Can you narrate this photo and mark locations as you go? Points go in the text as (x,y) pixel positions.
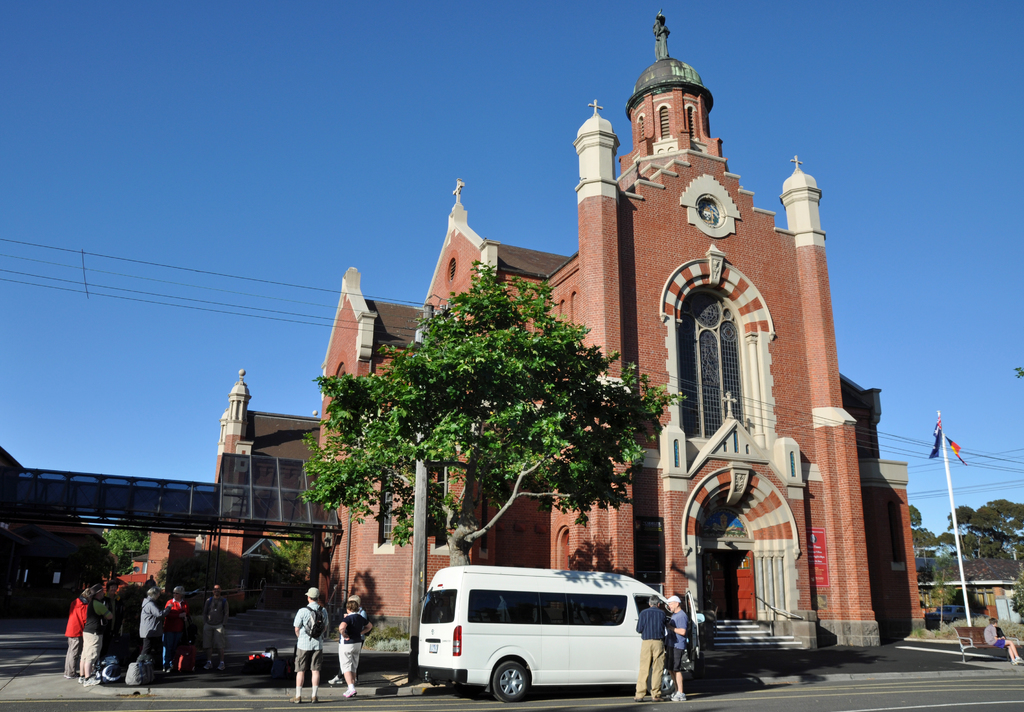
In this picture there are group of people (340,659) standing on the road (700,686) and there is a vehicle (546,649) on the road (875,687). On the right side of the image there is a person (1009,647) sitting on the bench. At the back (70,595) there is a building (851,569) and there are trees (986,551) and there are flags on the pole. At the top (264,158) there is sky (291,181) and there are wires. At the bottom (918,706) there is a road (379,710).
